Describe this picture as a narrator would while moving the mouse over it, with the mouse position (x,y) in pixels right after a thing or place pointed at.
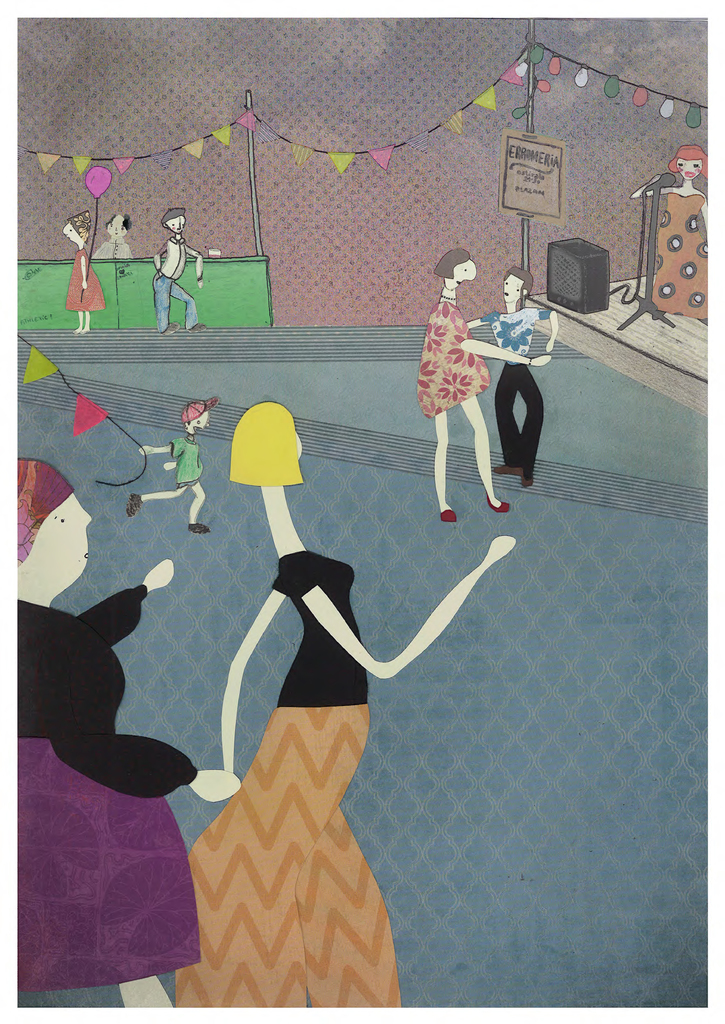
Here this image looks like a cartoon image, in which we can see people (541,310) walking, dancing and standing and we can see a speaker (559,251) and a microphone (657,225) and a board (545,209) over there and we can see decoration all over the place.
